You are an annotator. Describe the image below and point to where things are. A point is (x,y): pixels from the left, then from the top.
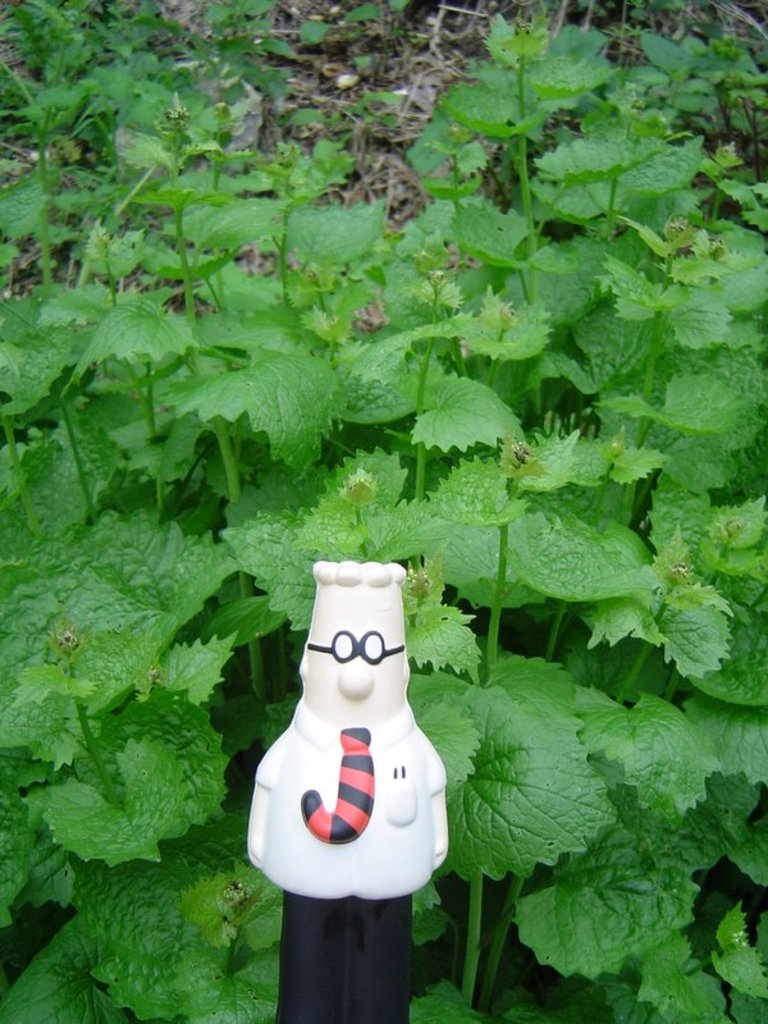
In this picture we can see a toy (358,830). Behind the toy (360,870) there are plants (358,426).
